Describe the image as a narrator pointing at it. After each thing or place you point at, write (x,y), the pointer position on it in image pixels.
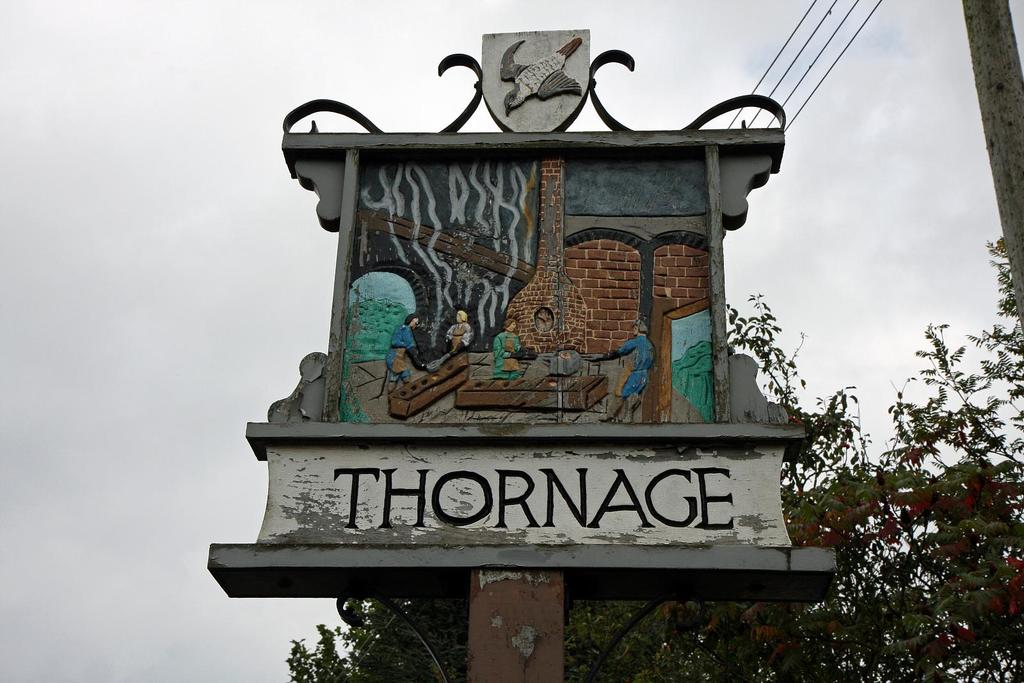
In this image I can see a pole (516,647) to which I can see a huge board (567,519). In the board (479,303) I can see few persons (515,331) and a bird (554,71) carved. In the background (916,430) I can see few trees (928,441), few wires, a pole (1007,65) and the sky (752,216).
